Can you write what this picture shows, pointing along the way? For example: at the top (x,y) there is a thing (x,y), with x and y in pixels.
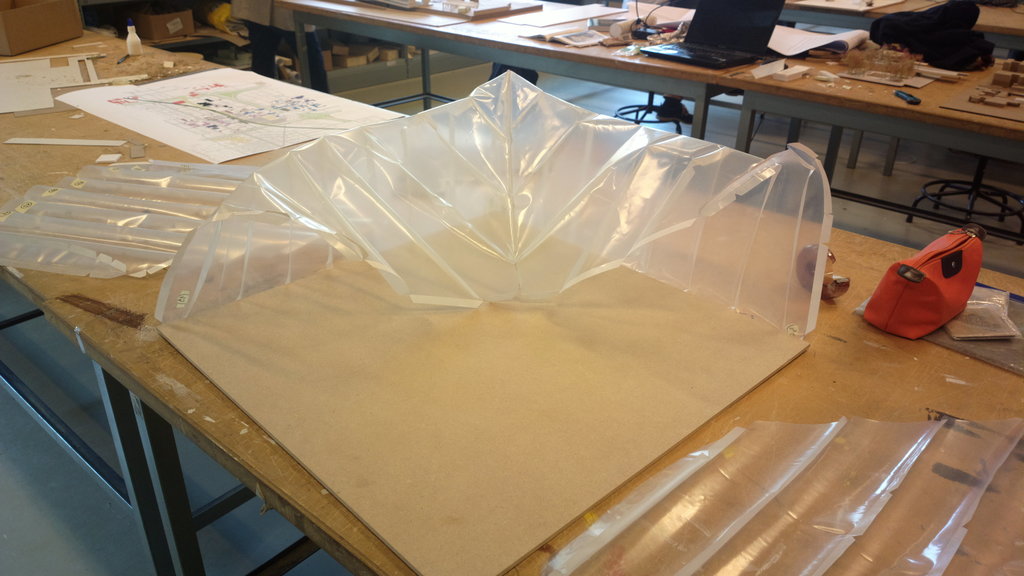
in the picture we can see a table (116,322), on that table (96,303) we can see a plastic polythene cover (230,265), beside that we can see another table (550,55), on that table (658,48) we can see a laptop (727,43), different papers (794,45), different equipment (900,74), on one table (896,339) we can see a bag (951,307) and another table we can see a stand (980,192).
